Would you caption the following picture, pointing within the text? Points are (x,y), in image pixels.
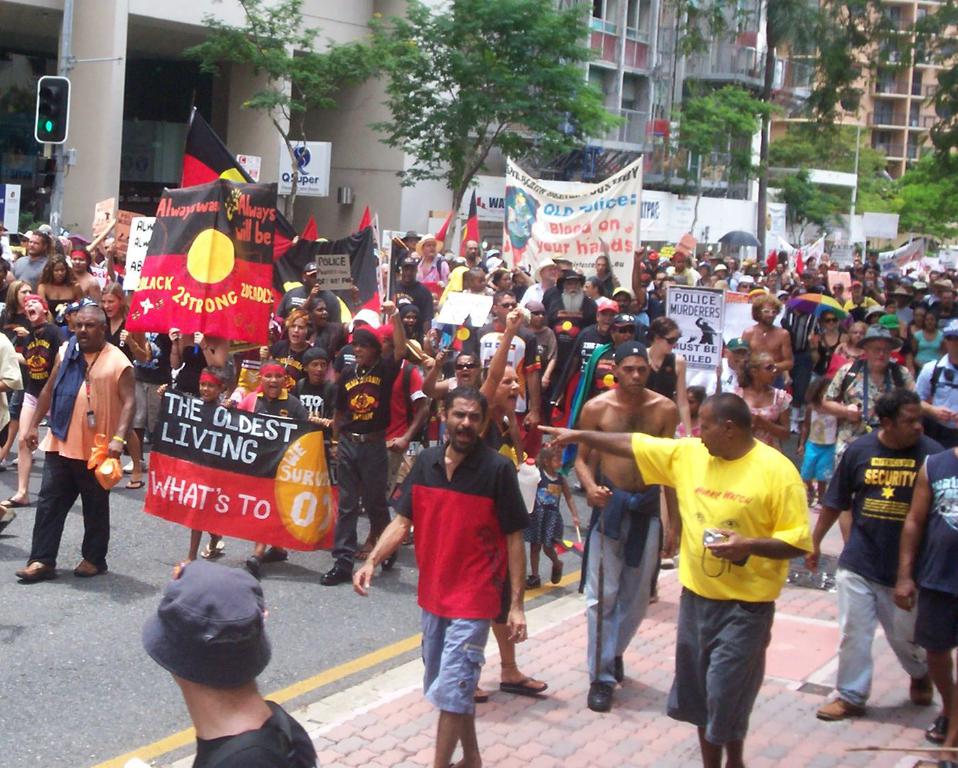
In this image I can see in the middle (388,470) a group of people (339,399) are walking by holding the placards (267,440) and banners (232,241). On the left side (62,191) there is the traffic signal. At the back side (327,153) there are trees (847,160) and buildings (657,156).
